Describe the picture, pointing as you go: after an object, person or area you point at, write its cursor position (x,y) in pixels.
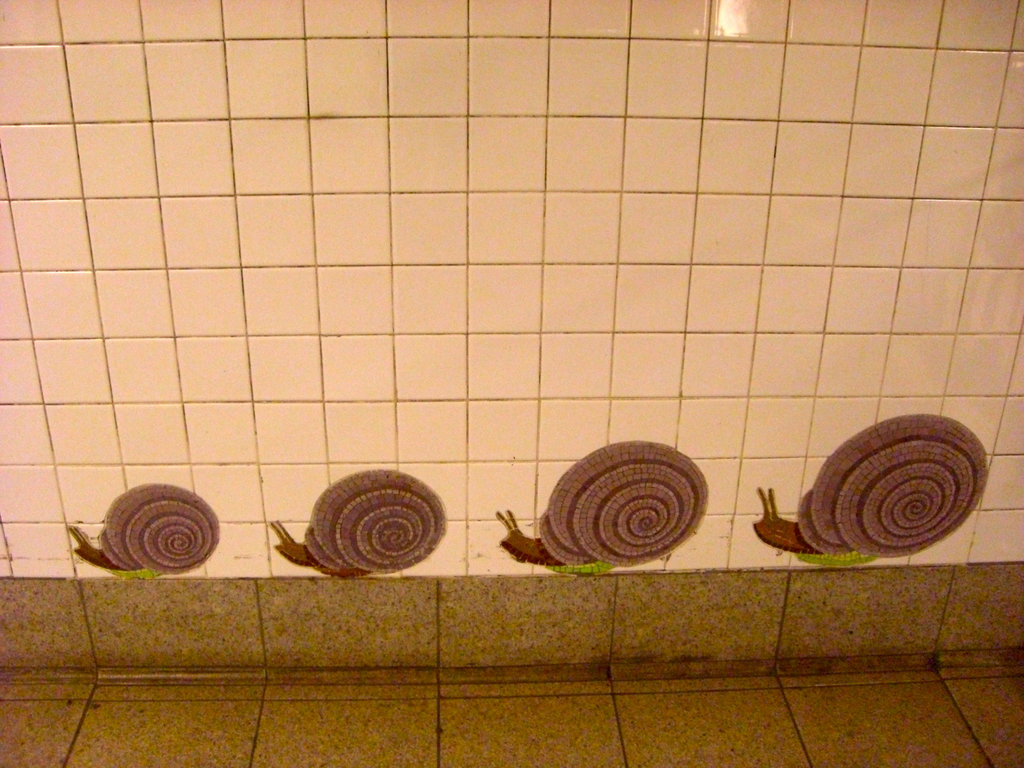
In this picture I can observe a wall (293,169). There are some tiles (293,144) on the wall (428,284). I can observe design (642,530) of four snails (786,527) on the wall (307,497) which are in brown color.
